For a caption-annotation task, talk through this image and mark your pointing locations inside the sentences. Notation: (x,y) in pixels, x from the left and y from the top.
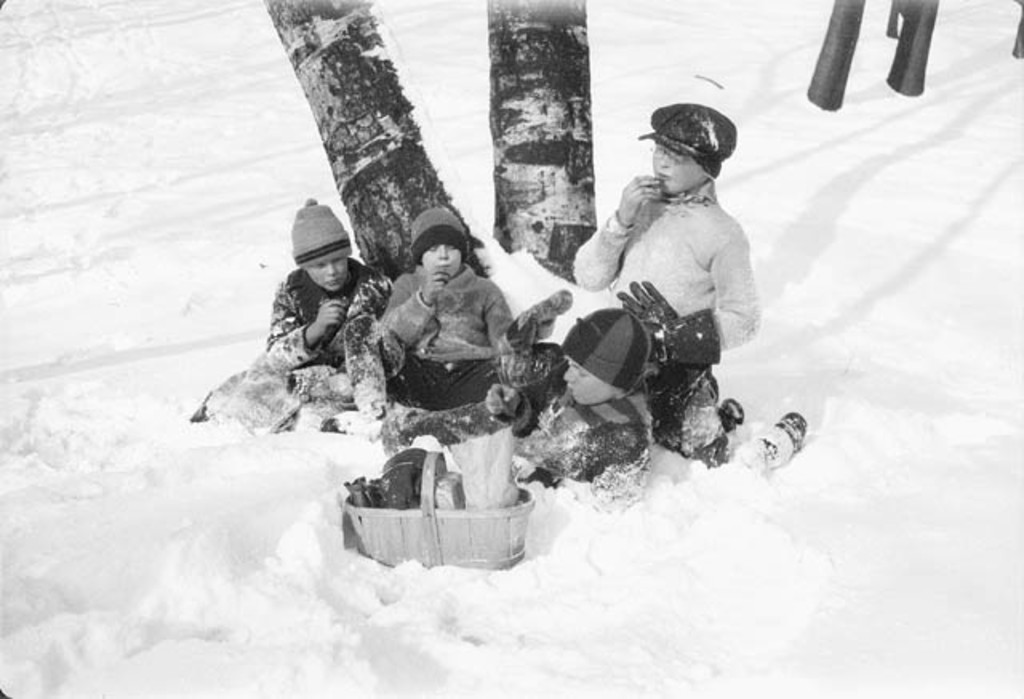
In the middle of this image (585,286), there are four children (678,322) on the snow surface (762,393). In front of them, there is a basket (486,547), which is having some objects (384,469). In the background (451,159), there are trees (386,92) and there is snow surface (816,28).
